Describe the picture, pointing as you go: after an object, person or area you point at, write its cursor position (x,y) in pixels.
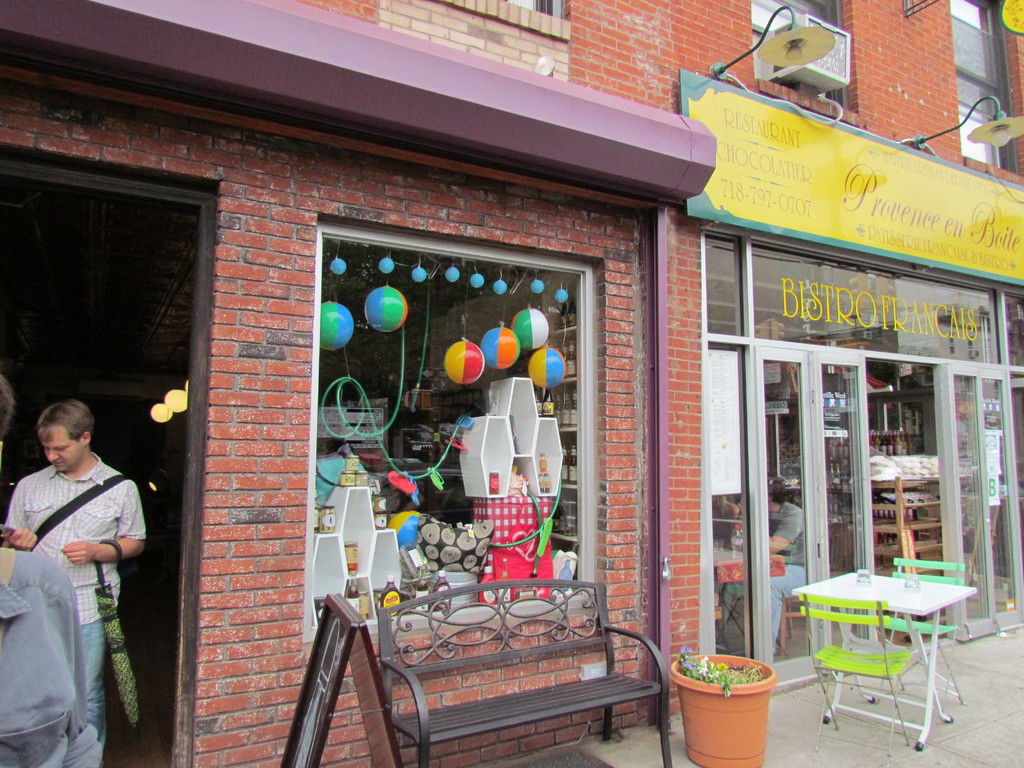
This looks like a toy shop (479,545). There is a man (136,523) on the left side (118,595) holding a umbrella (113,674) in his left hand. There is another shop (966,381) on the right side (966,400) and this is table (974,587) and a chair (806,615) arrangement on the outside of a shop (993,613).
